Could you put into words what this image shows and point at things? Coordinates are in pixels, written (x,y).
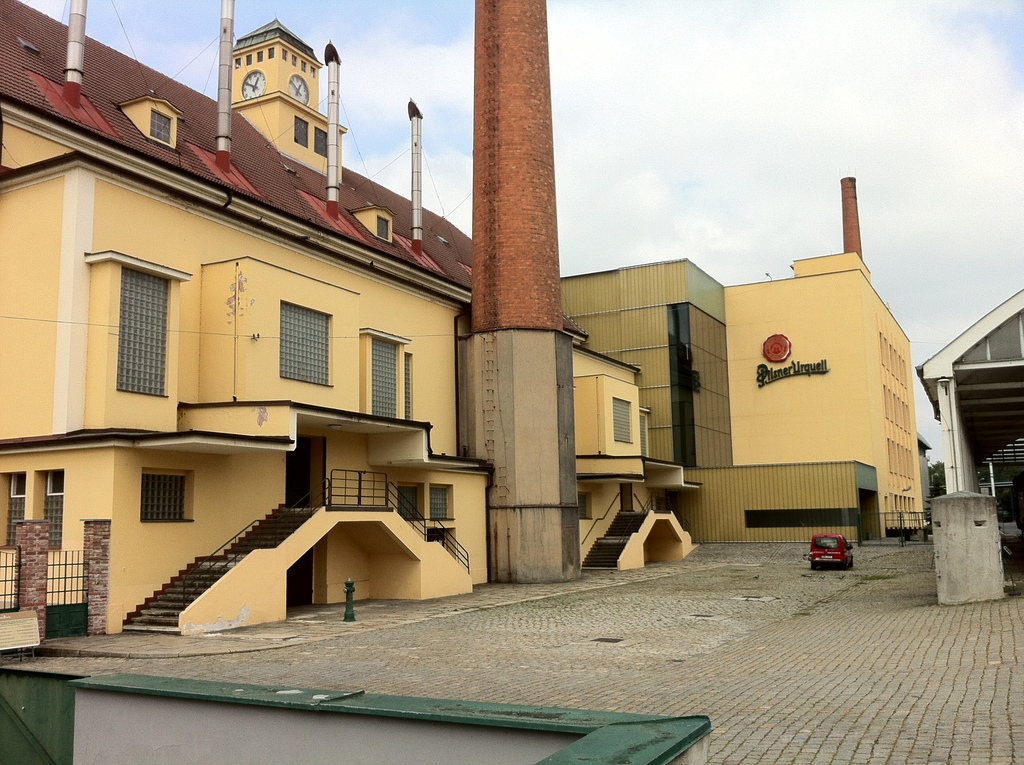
In this picture these buildings (444,343) look like industries (207,494) with chimneys (335,66) on the rooftop (367,230). We can see a vehicle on the road (690,650).
